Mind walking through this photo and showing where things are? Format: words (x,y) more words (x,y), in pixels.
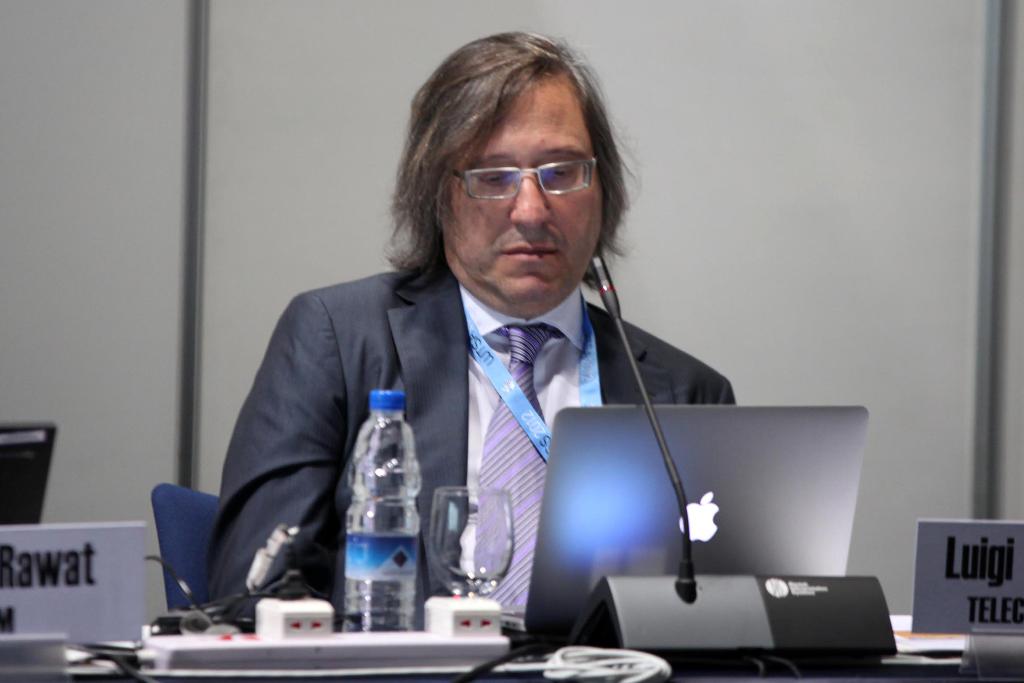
There is a person (553,70) wearing a spectacle (551,170) and sitting on a chair (182,501) in front of the table (760,674) on which, there is a laptop (661,463), a mic (606,278), bottle (392,544), name boards (9,594), glass (469,511) and other objects (210,645). In the background (879,116), there is white wall (87,58).
